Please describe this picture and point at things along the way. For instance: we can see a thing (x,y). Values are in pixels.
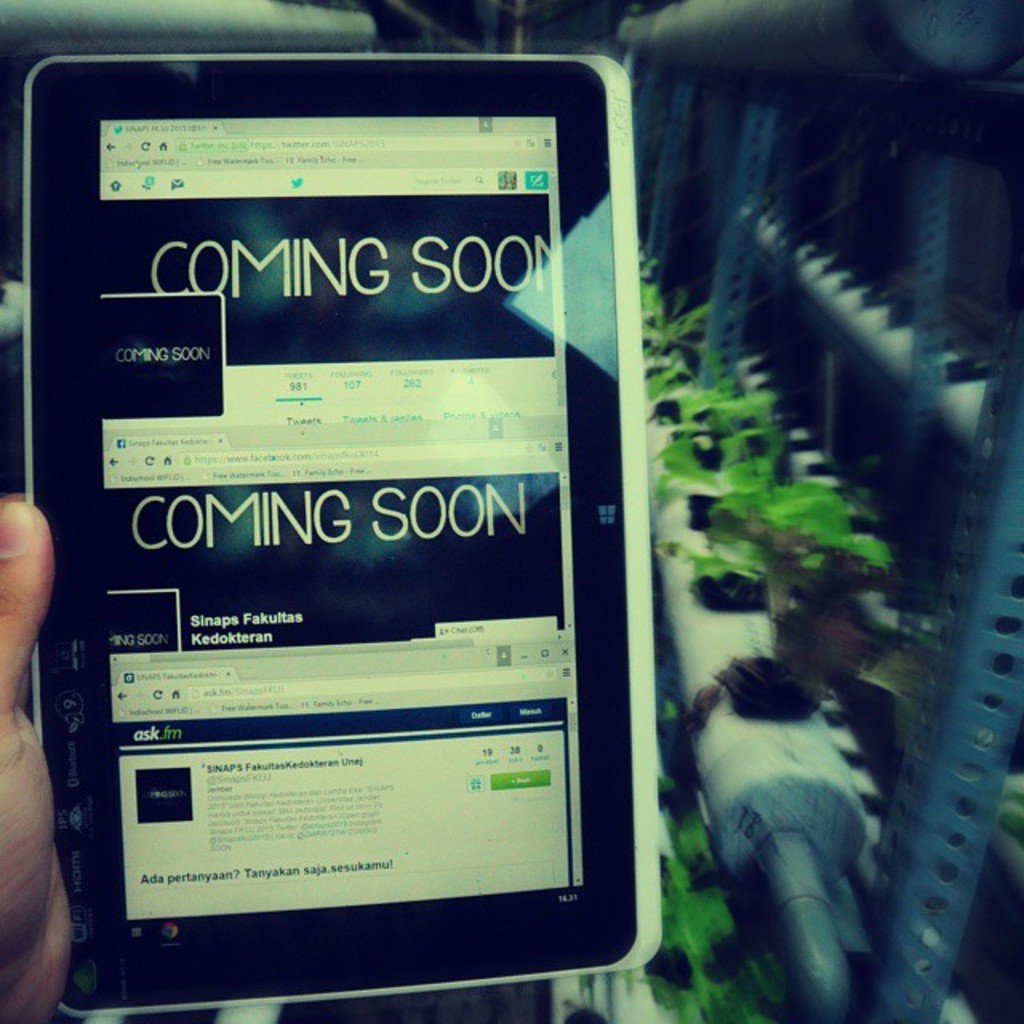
In this image we can see a tablet (266,553) in a person's hand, there are some texts (275,694) and image (345,608) on the tablet (624,480), there are some plants (820,653) on the racks (801,752), and the background (765,820) is blurred.
